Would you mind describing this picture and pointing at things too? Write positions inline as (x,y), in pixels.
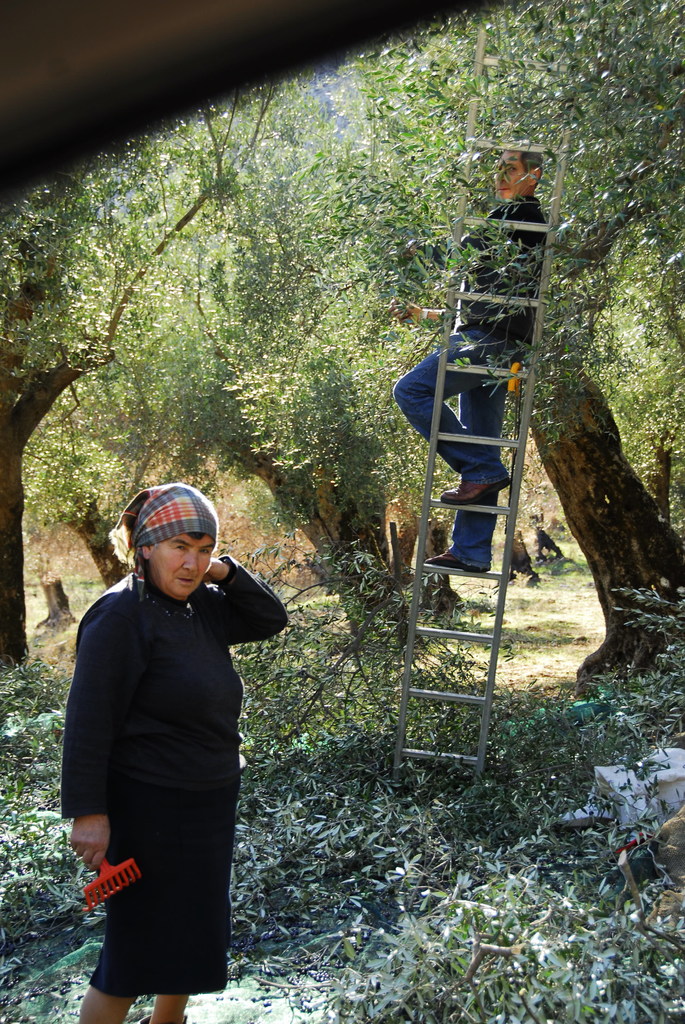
In this image I can see two persons (450,497) were in the front (119,980) I can see one is standing on the ground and in the background (472,461) I can see one is standing on a ladder (534,225). I can also see grass ground (307,720) and number of trees (608,535) in the background (607,332). In the front (105,773) I can see one person (119,761) is holding a red colour thing (125,863).
